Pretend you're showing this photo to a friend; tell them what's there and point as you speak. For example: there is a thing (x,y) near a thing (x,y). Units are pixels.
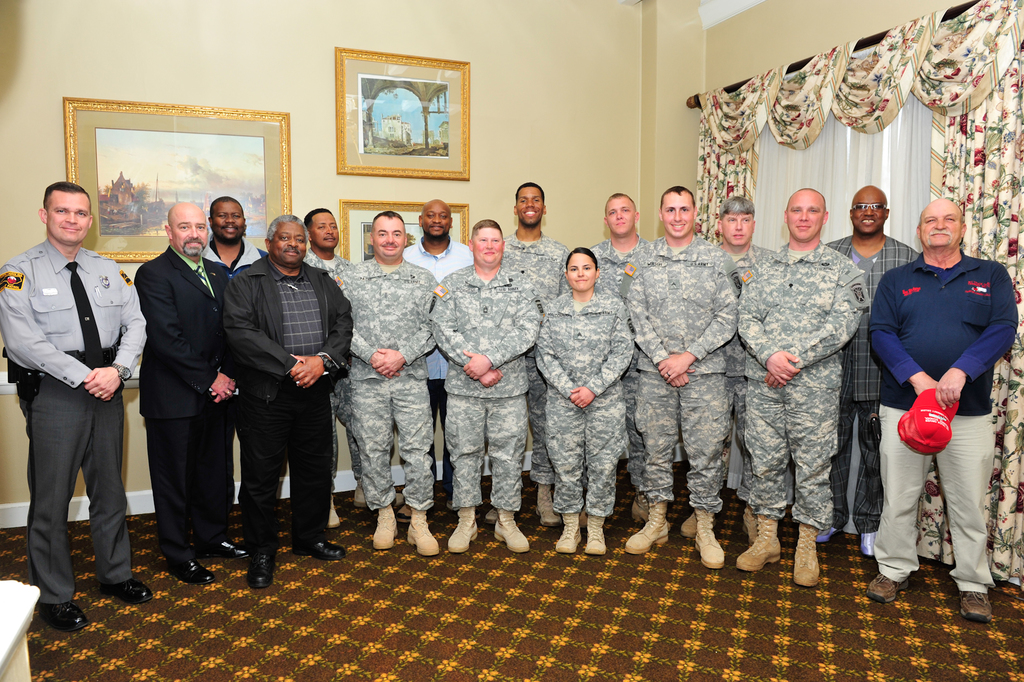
This image is clicked inside a room (486,571). There is curtain (780,181) on the right side (1003,198). There are photo frames (280,190) in the middle (369,250). There are some persons (500,254) standing in the middle (635,442). Some are in military dress (527,400). All are wearing shoes (628,552).
